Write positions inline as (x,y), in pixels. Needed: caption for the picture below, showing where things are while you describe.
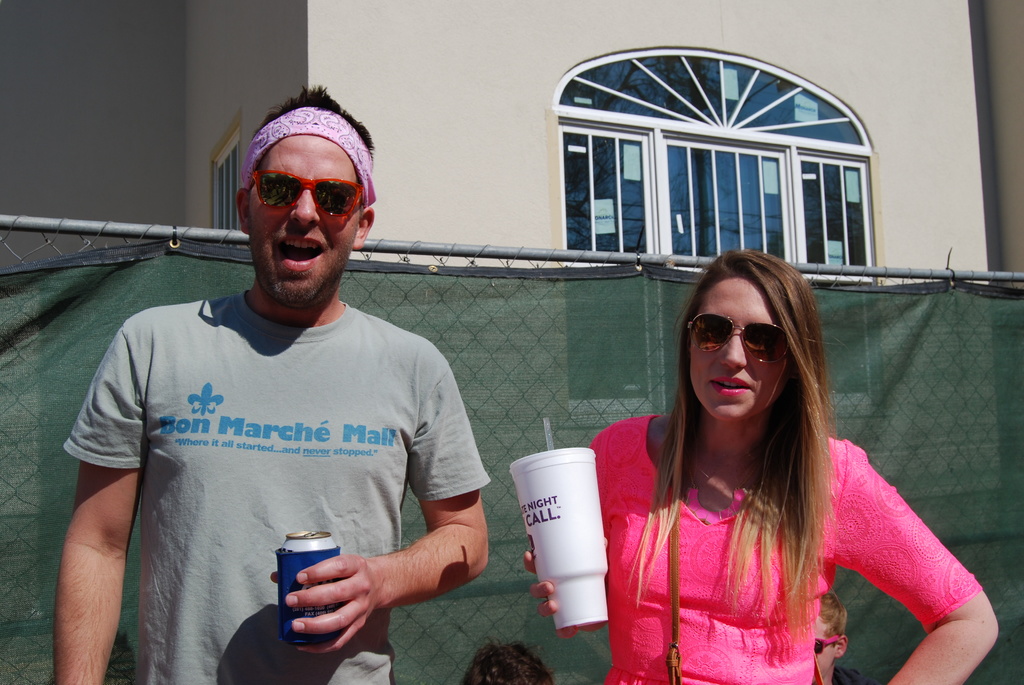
In this image we can see a man (269,520) and a woman (673,461) holding beverage containers (583,515) in their hands (542,586). In the background (619,75) we can see wall (200,105), windows (228,223) and mesh (48,262).
